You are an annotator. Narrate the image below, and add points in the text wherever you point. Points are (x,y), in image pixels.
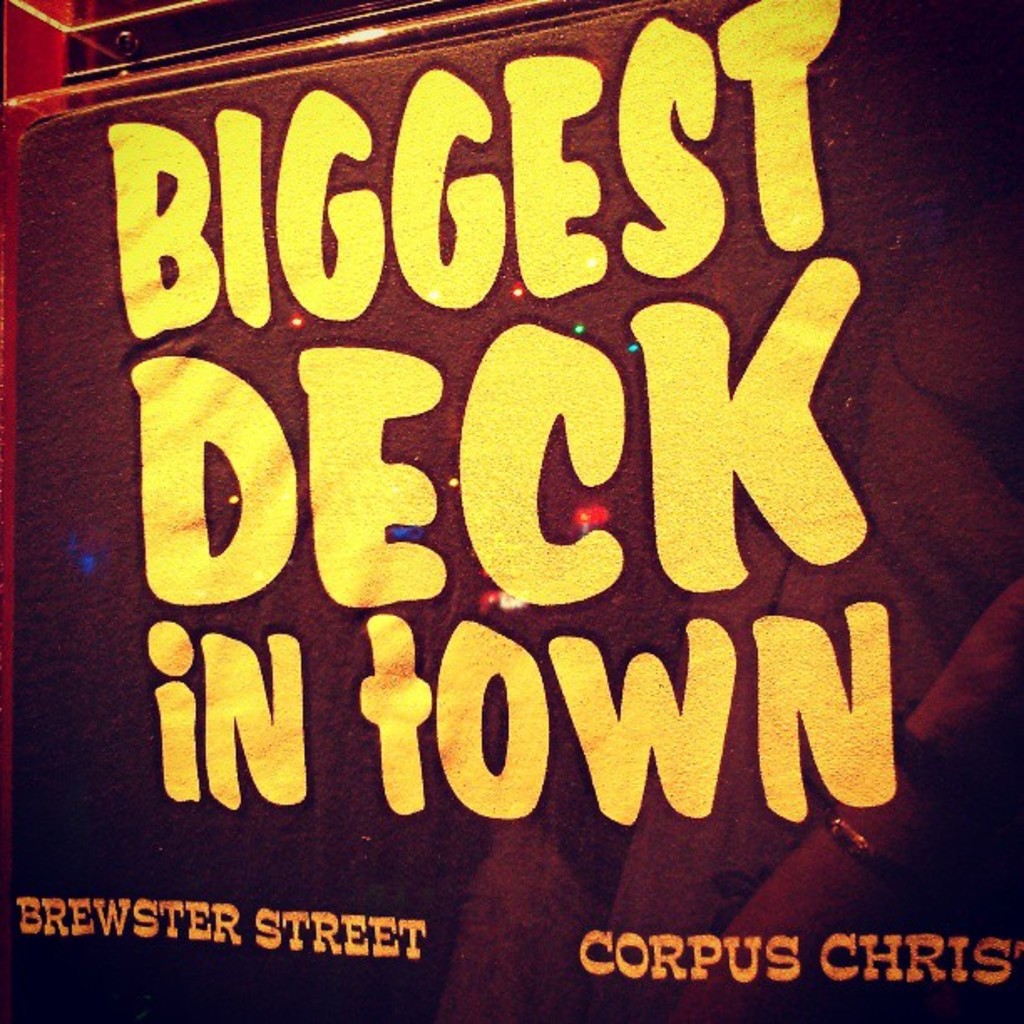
In this picture we can see a poster (569,633), there is some text (498,363) here.
